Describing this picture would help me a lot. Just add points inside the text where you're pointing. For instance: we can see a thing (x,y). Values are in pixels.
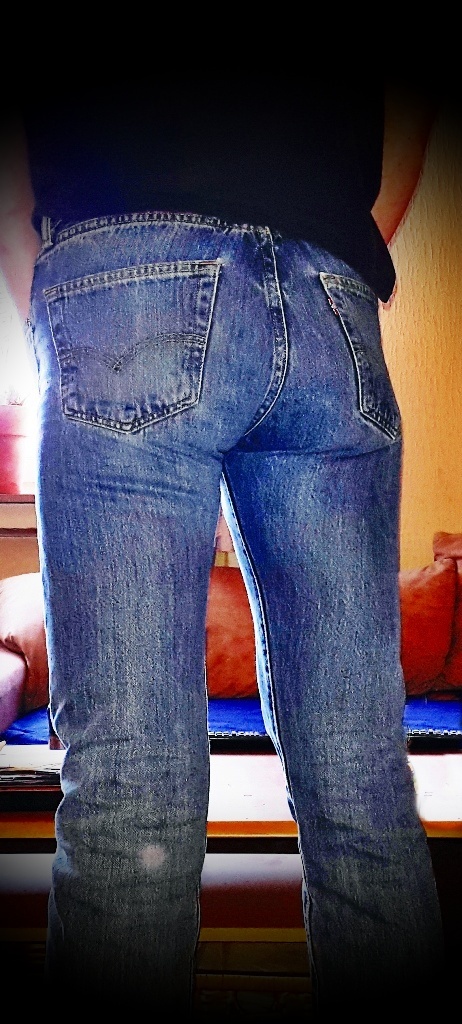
In the image we can see a person body (352,207). Behind the person (321,505) there is table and couch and wall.
